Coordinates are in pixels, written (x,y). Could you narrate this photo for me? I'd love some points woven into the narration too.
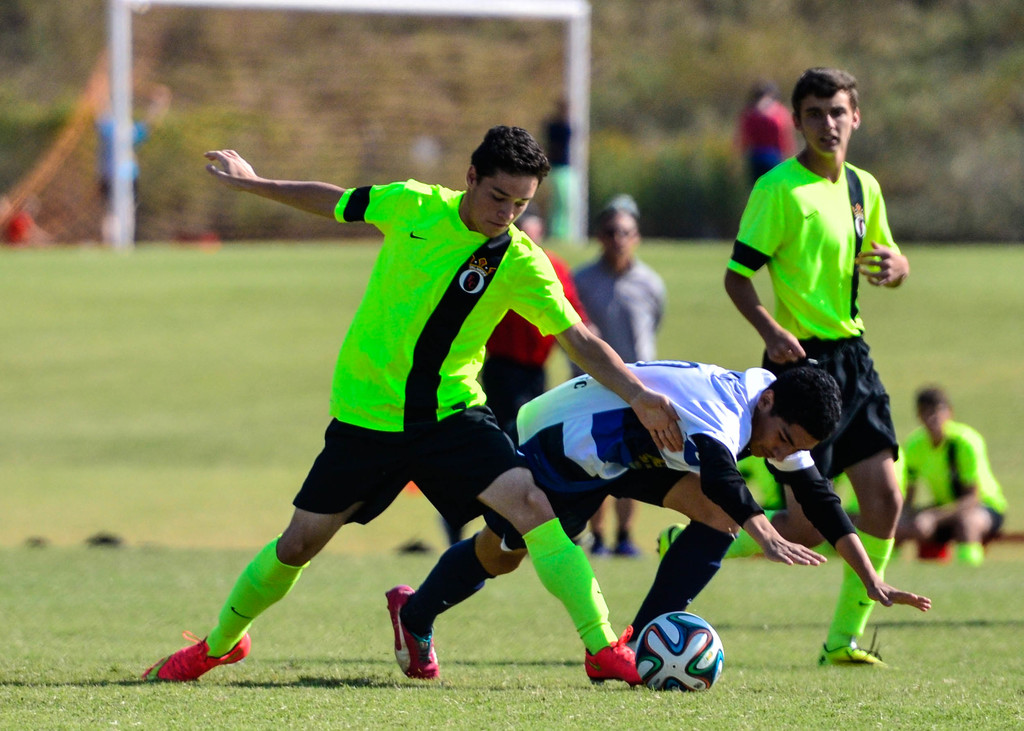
There are three people (768,398) and we can see ball (680,649) on the grass (687,705). Background it is blurry and we can see people (565,187).
